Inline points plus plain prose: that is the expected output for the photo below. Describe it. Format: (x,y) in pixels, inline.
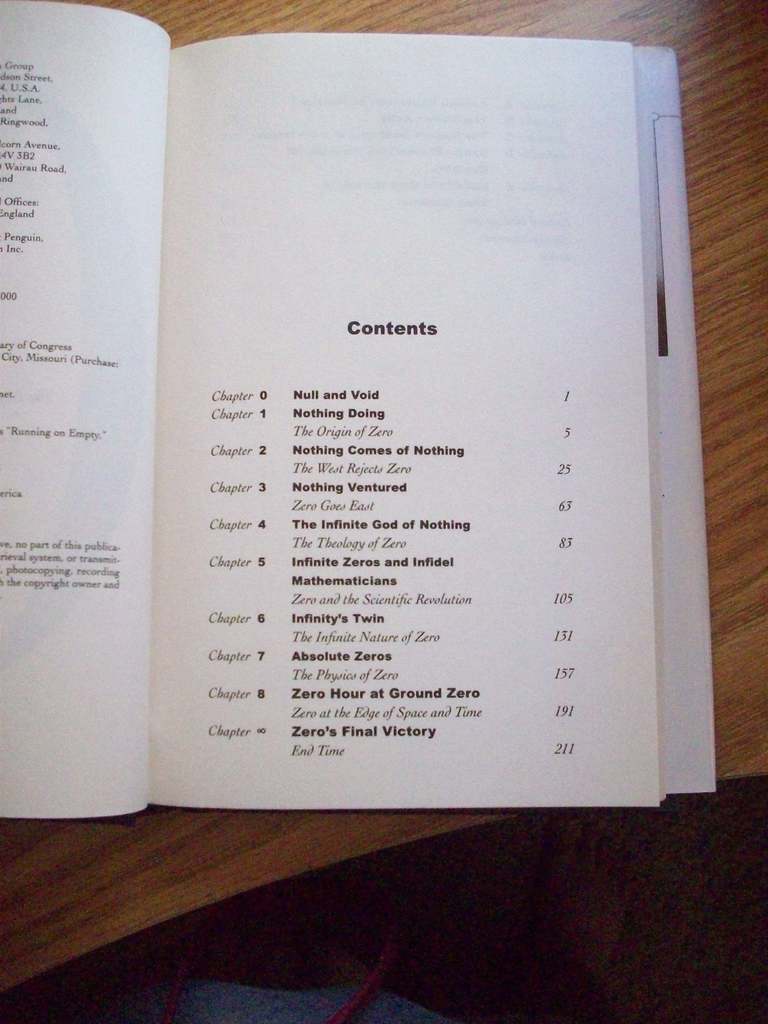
In the picture I can see a book (382,553) on a wooden table (217,890). On the book (238,456) I can see something written it.
